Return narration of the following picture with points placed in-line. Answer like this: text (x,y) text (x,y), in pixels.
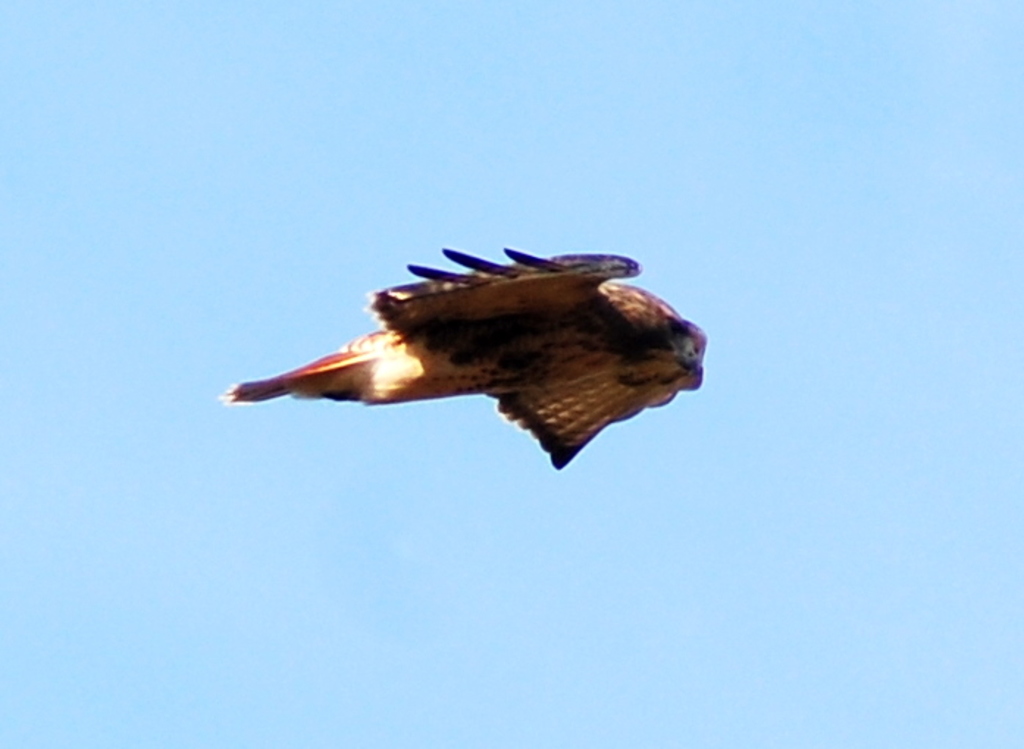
An eagle (573,369) is flying in the air (537,537), it is in brown color. This is the sky (490,114).
